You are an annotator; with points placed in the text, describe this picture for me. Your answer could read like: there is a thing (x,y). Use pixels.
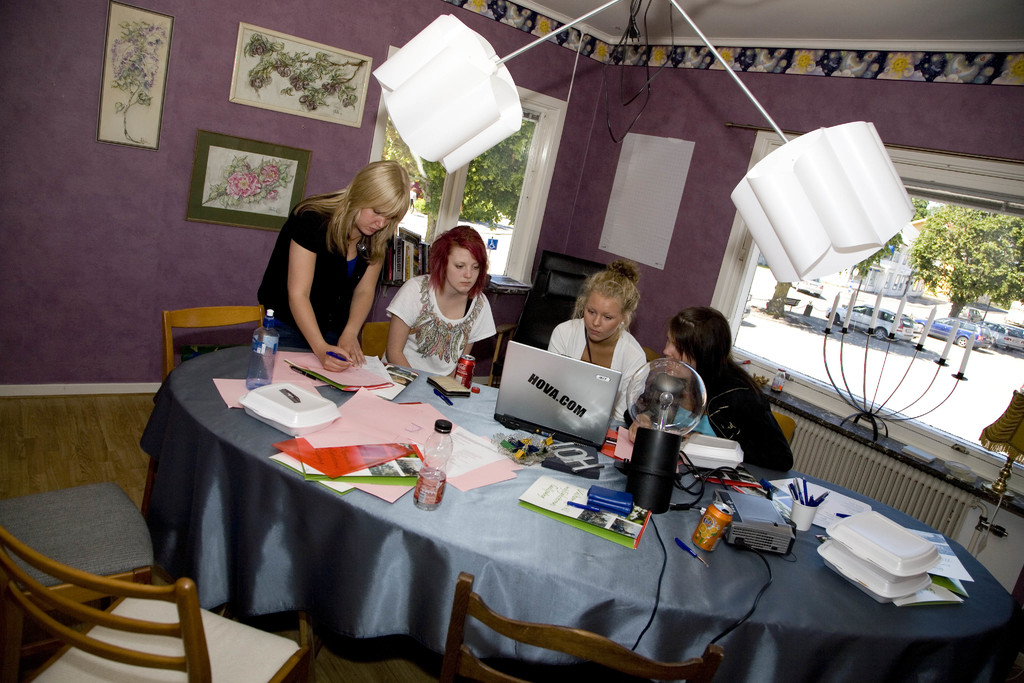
As we can see in the image, there is a wall (88,124), photo frames (238,150), window (868,295), trees (954,216), car (893,316) and few people (404,292) over here and there are chairs (108,533) and tables (611,546). On table (670,560) there is a laptop (500,394), books (362,386), papers (371,414) and bottle (444,460).
